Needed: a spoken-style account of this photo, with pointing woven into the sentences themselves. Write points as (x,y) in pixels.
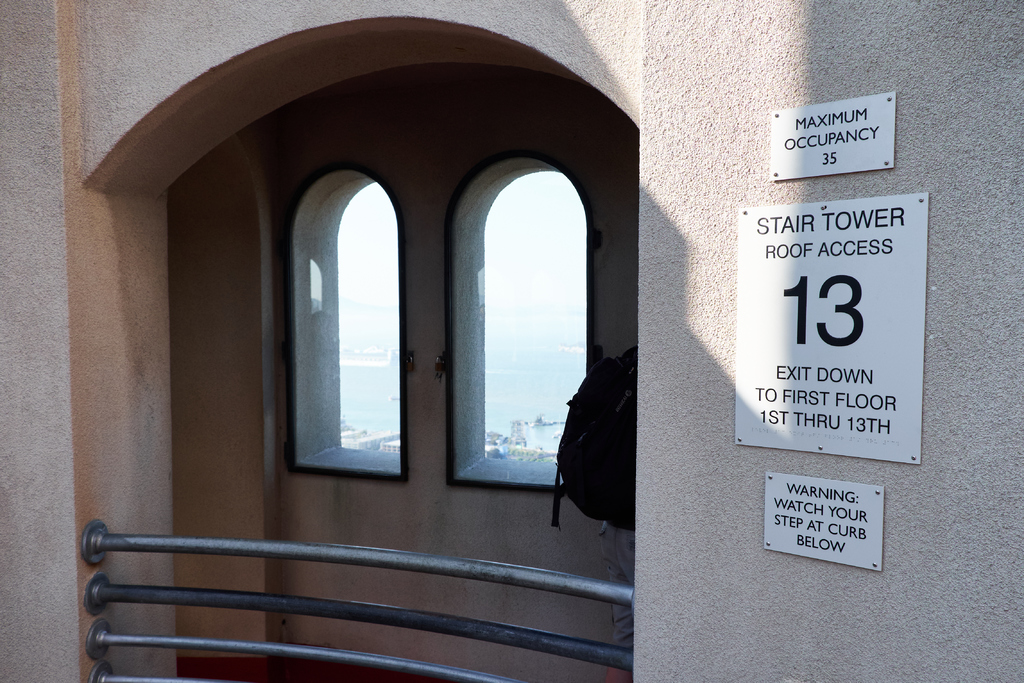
In this picture, we see a wall (762,456) on which whiteboards (816,384) are placed. We see some text (818,373) written on the boards (812,552). Beside that, we see a wall railing (150,599). Behind that, we see a black color bag (588,463). Behind that, there are windows (389,326) from which we can see buildings (488,438) and water (540,376).
